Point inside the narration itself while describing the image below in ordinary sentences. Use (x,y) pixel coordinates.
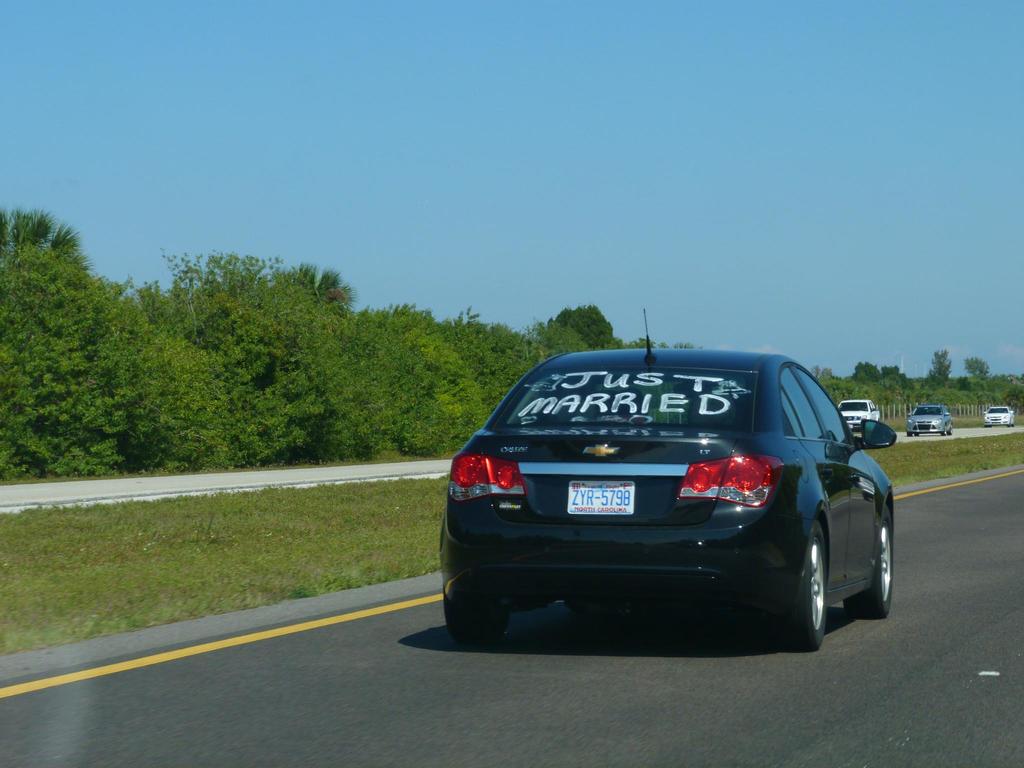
In this image I can see few vehicles (867,454) on the road (909,525). They are in black, ash and white color. I can see a number plate (599,496), lights (747,487), mirror (864,440) and something is written on the glass (642,391). Back I can see trees (393,365). The sky (593,154) is in blue color.
